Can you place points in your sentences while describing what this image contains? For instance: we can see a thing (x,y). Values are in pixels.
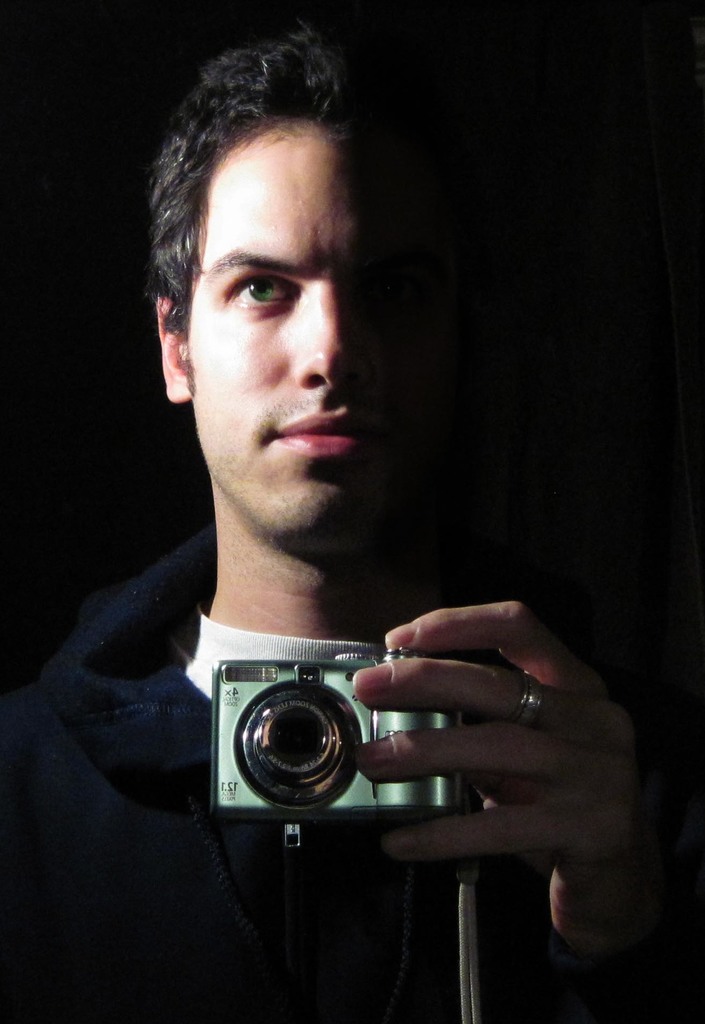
a person (223,510) is standing, holding a camera (333,771) in his hand (500,736). he is wearing a blue and white t shirt (147,757) and a ring (530,707) is present in his middle finger (403,685).
